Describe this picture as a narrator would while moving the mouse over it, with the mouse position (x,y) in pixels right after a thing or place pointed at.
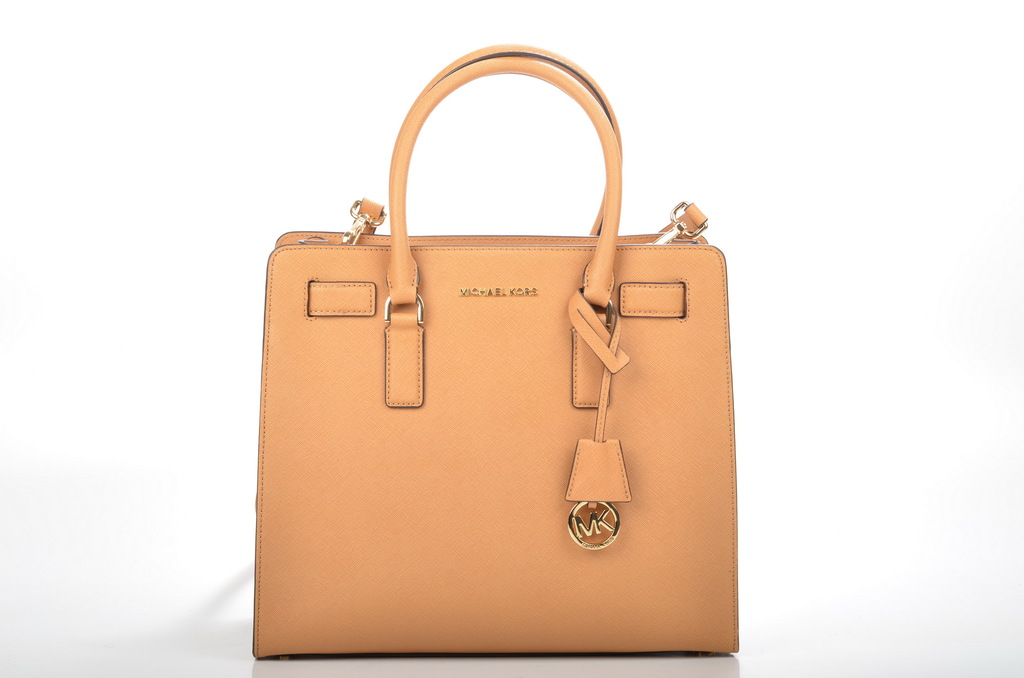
There is a beautiful brown bag (267,412) which is labelled as Mk, on top of the bag (468,337) there is a label (516,292) attached called as Michael Kors. There are two beautiful hangings (594,280) to the bag (476,73) through which we can carry the bag (680,235).
